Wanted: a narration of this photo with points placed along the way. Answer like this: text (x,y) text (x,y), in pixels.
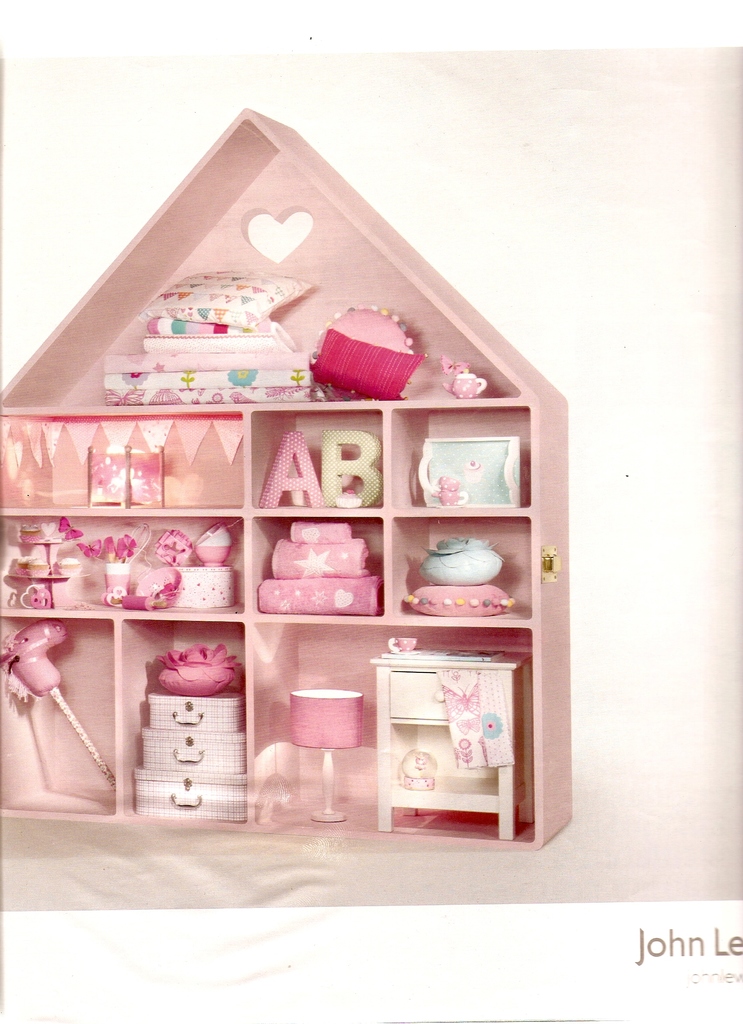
In this picture I can observe few objects (221,744) placed in the shelf (274,519). Most of the objects (229,594) are in pink color. The background (540,237) is in white color.
